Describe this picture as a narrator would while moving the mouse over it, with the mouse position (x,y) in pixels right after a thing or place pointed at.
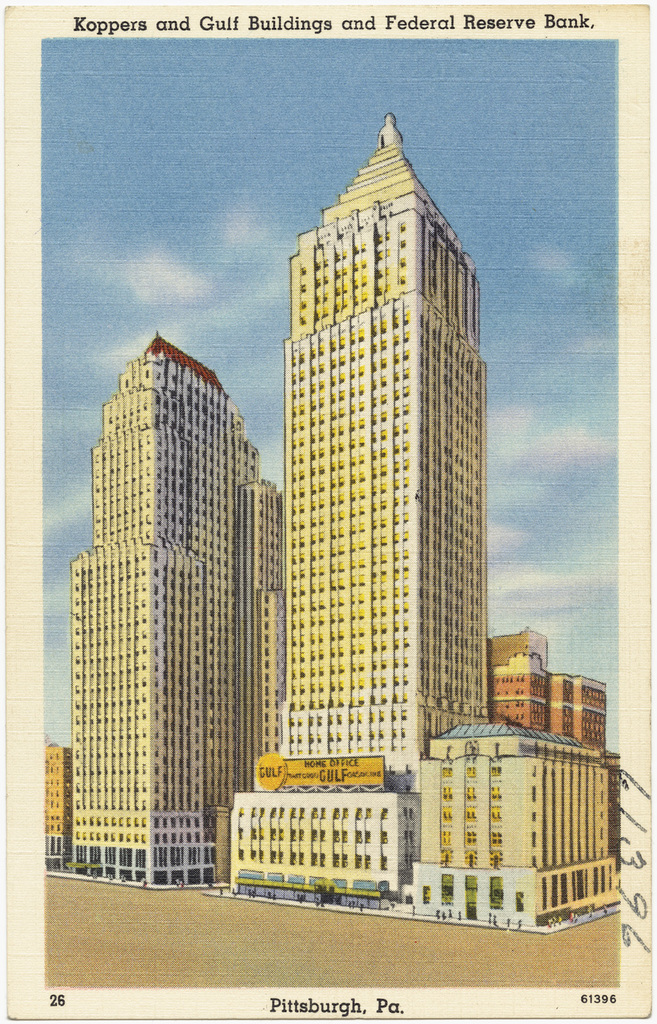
In this image I can see the photography. In the photo I can see the building (277,698). I can see the board (261,784) to one of the building (260,815). In the background (271,291) I can see the clouds (170,274) and the sky (249,139). I can also see the text (316,1006) written on it.
